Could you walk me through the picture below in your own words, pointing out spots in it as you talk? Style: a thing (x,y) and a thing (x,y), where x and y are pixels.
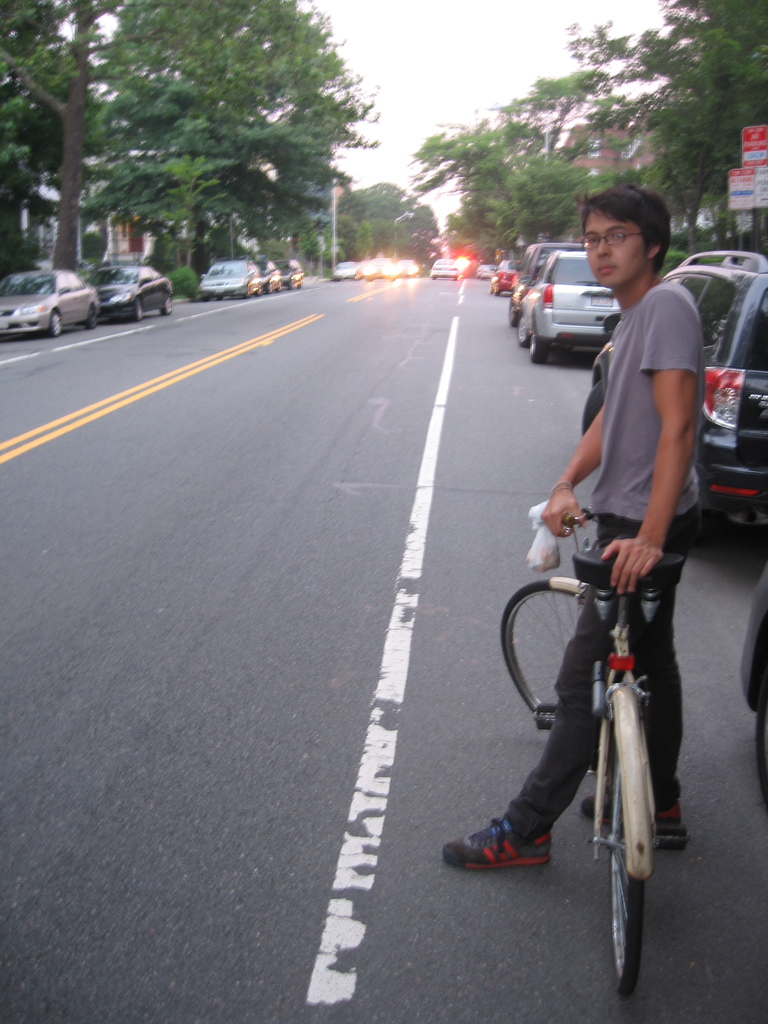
He is standing on a roadside (539,459). He's holding a bicycle seat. We can see in the background (432,65) there is a sky (413,46), tree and vehicle (602,319).
